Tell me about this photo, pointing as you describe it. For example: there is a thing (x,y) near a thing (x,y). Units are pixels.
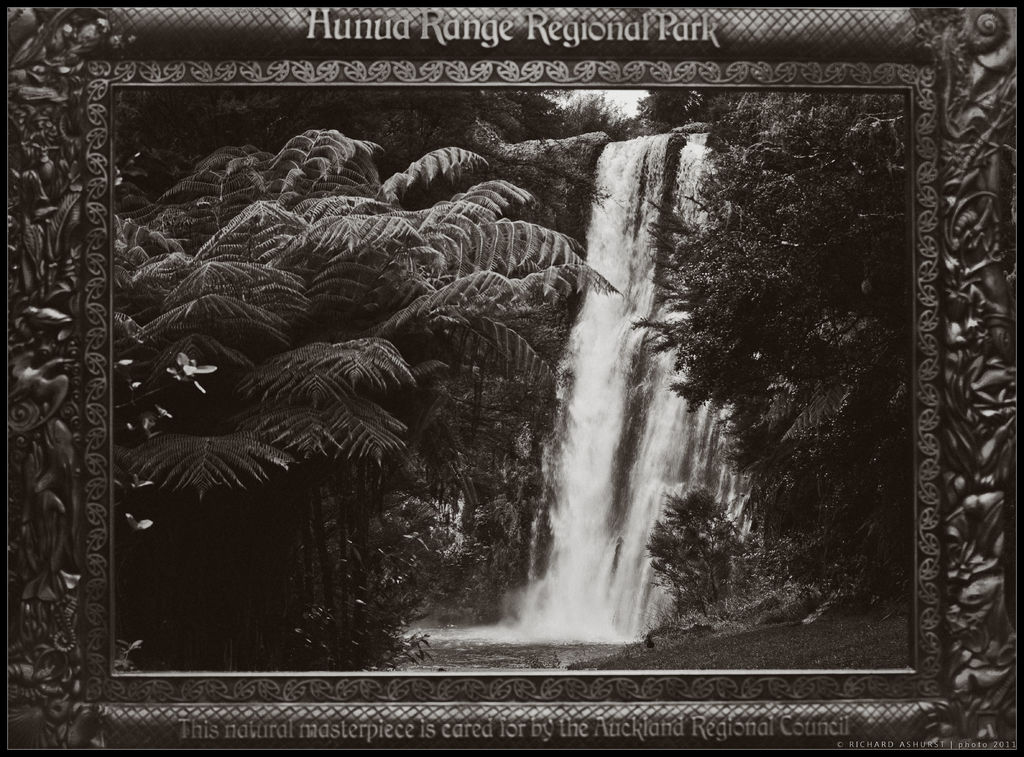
In this image I can see trees (399,211), waterfall (627,452), mountain (531,519) and the sky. This image looks like a photo frame.
